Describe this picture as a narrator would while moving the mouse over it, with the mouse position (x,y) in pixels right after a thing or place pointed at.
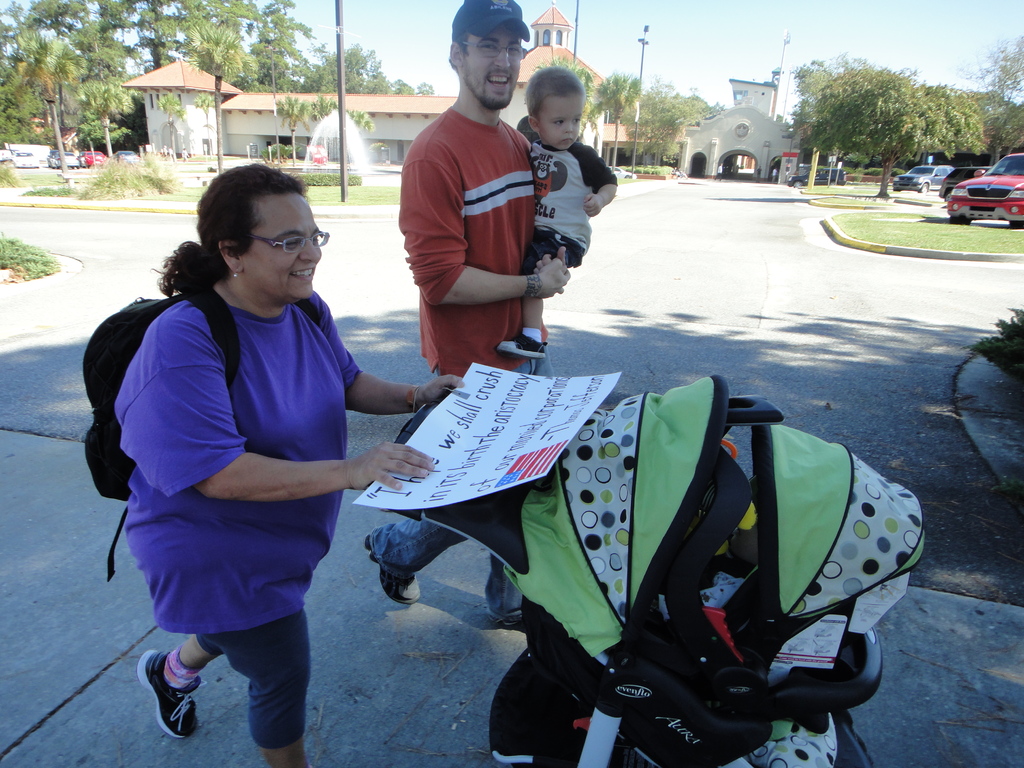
In the left side (274,441) a woman (345,407) is walking, she wore a blue color t-shirt (234,449). In the middle (482,276) a man (474,16) is walking by holding a baby (549,216), he wore an orange color t-shirt (494,236). This is the road (682,287), in the right side (961,207) few vehicles (1018,220) are parked on this road (696,267), in the left side (171,96) there are trees (75,112).
